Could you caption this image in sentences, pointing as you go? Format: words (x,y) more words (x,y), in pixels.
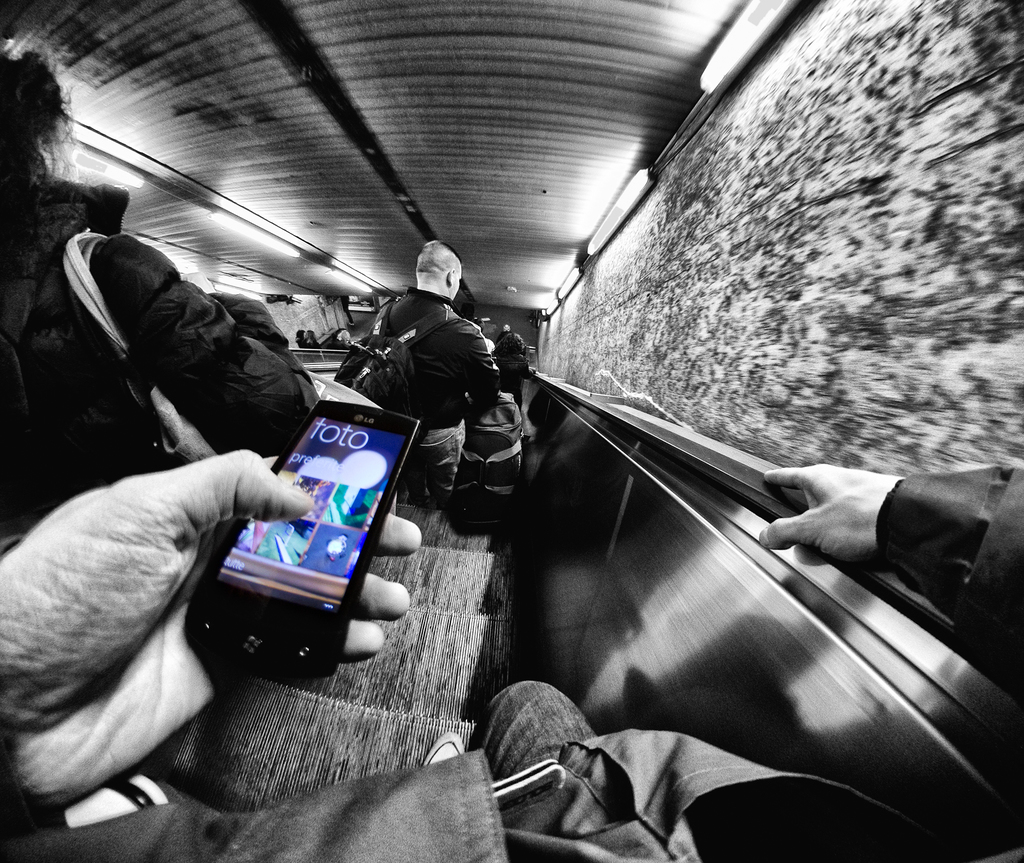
Here we can see person (177,535) holding mobile (207,614) in his hand (169,553), on the staircase (497,561), and here is the wall (770,292).
